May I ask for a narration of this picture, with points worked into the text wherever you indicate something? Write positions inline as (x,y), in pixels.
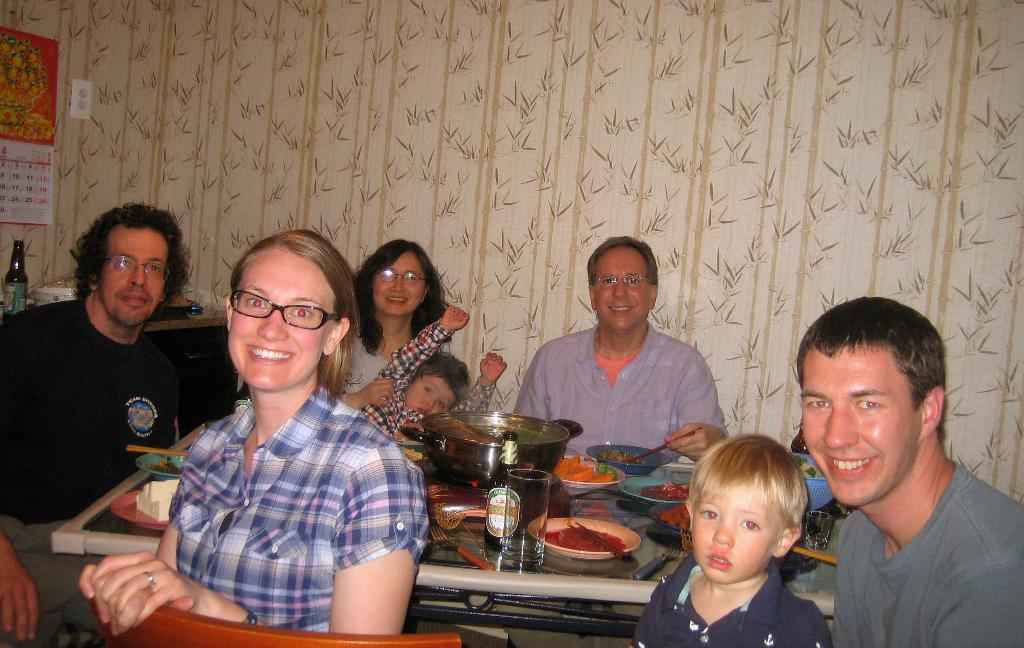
This is a picture taken in living room (551,645) of a house (186,356). In the center of the picture (476,430) there is a table (96,508), on the table (653,547) there are lot of dishes (476,427) served with food (578,543). On the right (882,559) there are two people (915,534), one is smiling. On the left (302,458) this man (101,415) and a woman (281,423) and smiling. In the background (595,252) there are three people (478,408) a man (621,398) and a woman (399,306) smiling, woman (391,296) is holding a kid (416,393). On the top left (41,88) there is a calendar (31,155) and a bottle (20,265). in the background (170,73) the wall (498,86) is having floral designs (649,177). In the foreground (182,616) there is a chair (238,633).
